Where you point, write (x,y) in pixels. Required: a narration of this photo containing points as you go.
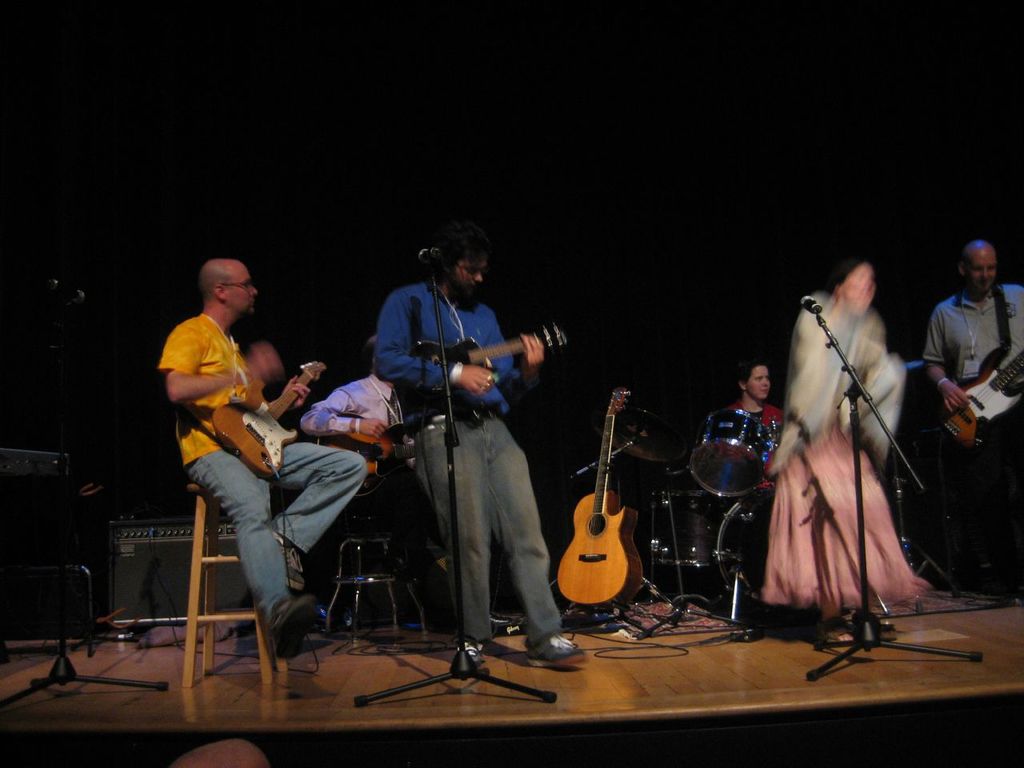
There is a music band (479,459) standing on the stage (930,660). In the background (764,382) there is a person (752,388) playing drums (709,452). In the front (210,448) most of them are playing a guitar (246,432). Some are having a microphone (805,303) in front of them. One of the guy (200,386) is sitting on the stool (220,616). In the background (273,293), there is a dark space (395,162).
